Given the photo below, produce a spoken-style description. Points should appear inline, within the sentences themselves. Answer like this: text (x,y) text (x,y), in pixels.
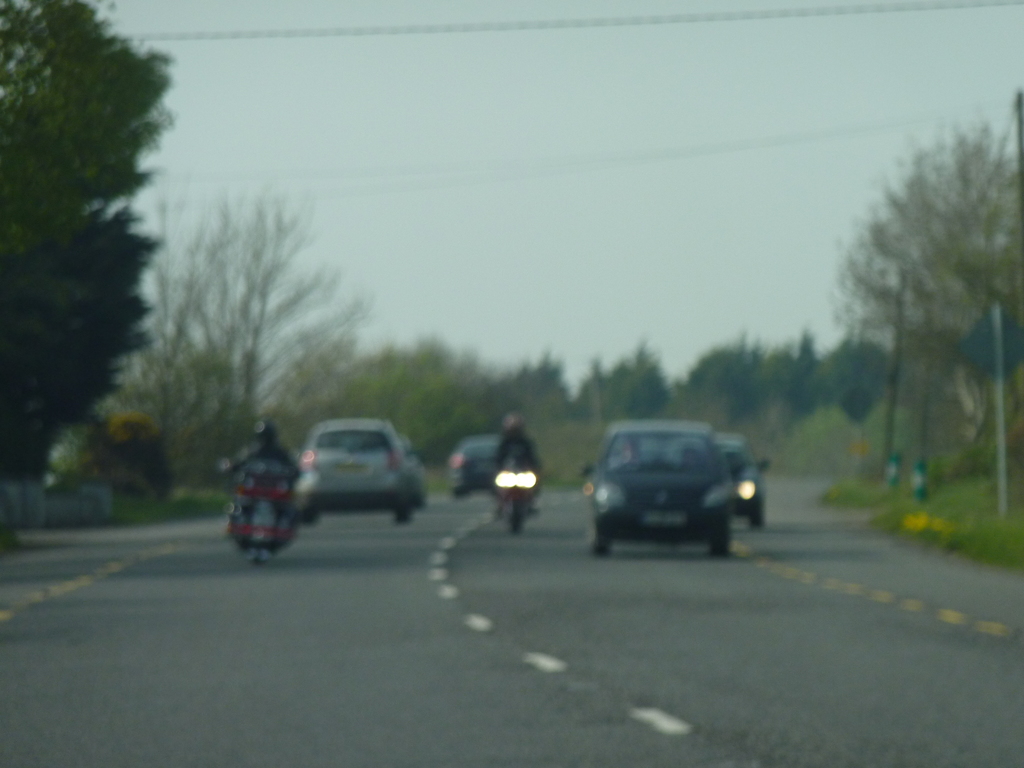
In the center of the image (514,494) we can see vehicles (630,489) on the road (414,553). In the background (125,407) there are trees (207,379) and sky (482,293).
